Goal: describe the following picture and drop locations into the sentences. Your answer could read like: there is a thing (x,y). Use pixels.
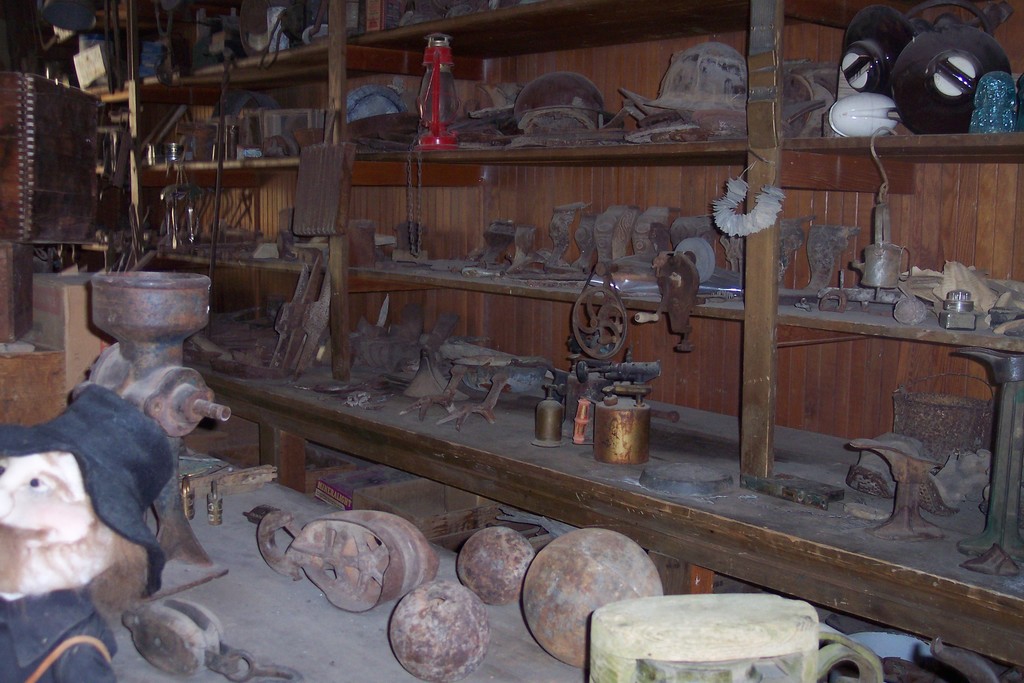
In this image I can see few metal objects (487,576) and a doll (100,483). I can see few racks (184,178) with few metal objects (552,255), a lantern (431,52) and few other objects (208,19) in the racks (759,296).
